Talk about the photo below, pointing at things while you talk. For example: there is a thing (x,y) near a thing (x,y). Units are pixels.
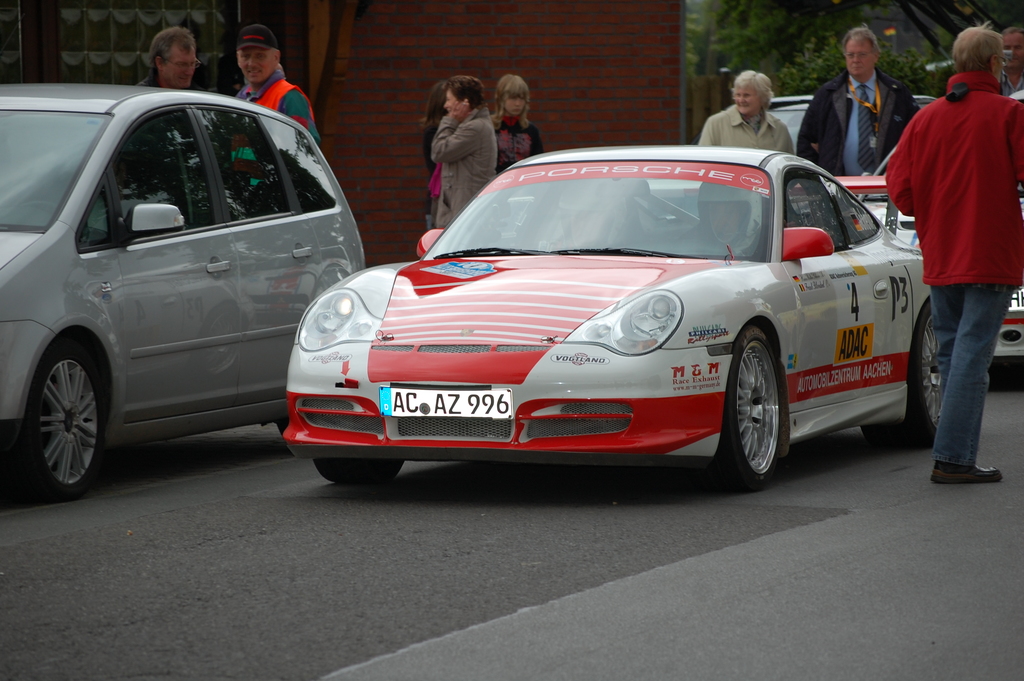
In this picture I can see vehicles (680,290) on the road (544,468), there are group of people (736,116) standing, and in the background (816,35) there are trees (835,37).
